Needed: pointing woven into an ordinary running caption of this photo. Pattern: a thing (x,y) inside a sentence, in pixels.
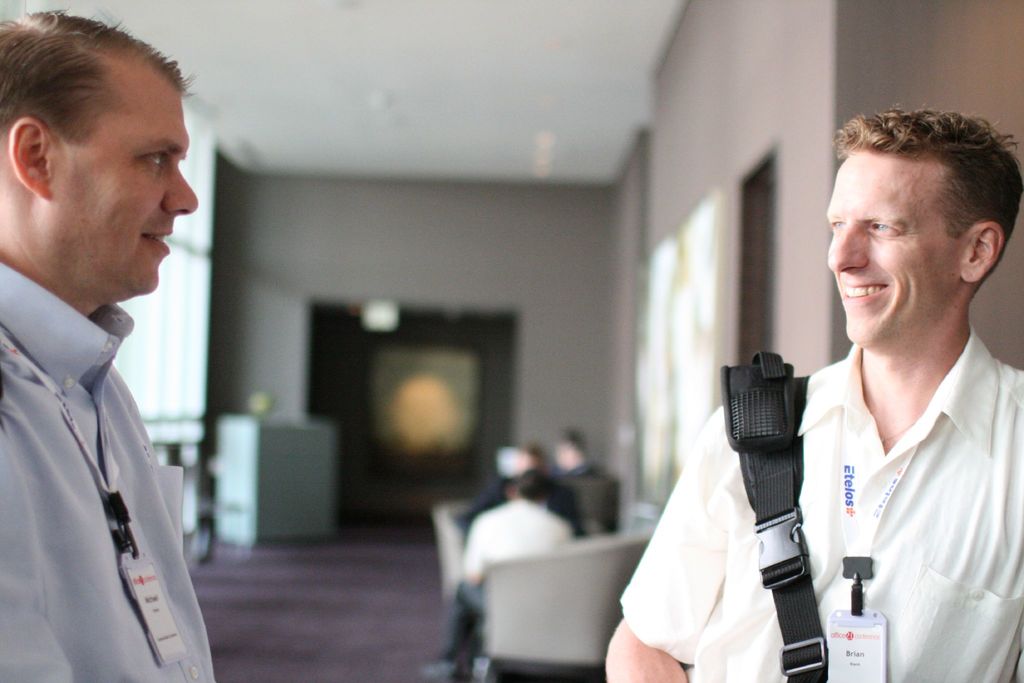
In this image there is a person (864,452) on the right side (857,516) who is wearing the bag (759,492). On the left side (117,473) there is another person (76,537) who is standing on the floor (223,666). In the background (500,516) there are few people (543,546) sitting in the chairs (531,558). In the middle (347,414) there is a door (361,414). On the left side (279,449), there is a cupboard (272,465) in the background (245,468). At the top (424,70) there is ceiling (421,85). On the right side (685,327) there is a wall (647,187) on which there are two frames (648,348).
